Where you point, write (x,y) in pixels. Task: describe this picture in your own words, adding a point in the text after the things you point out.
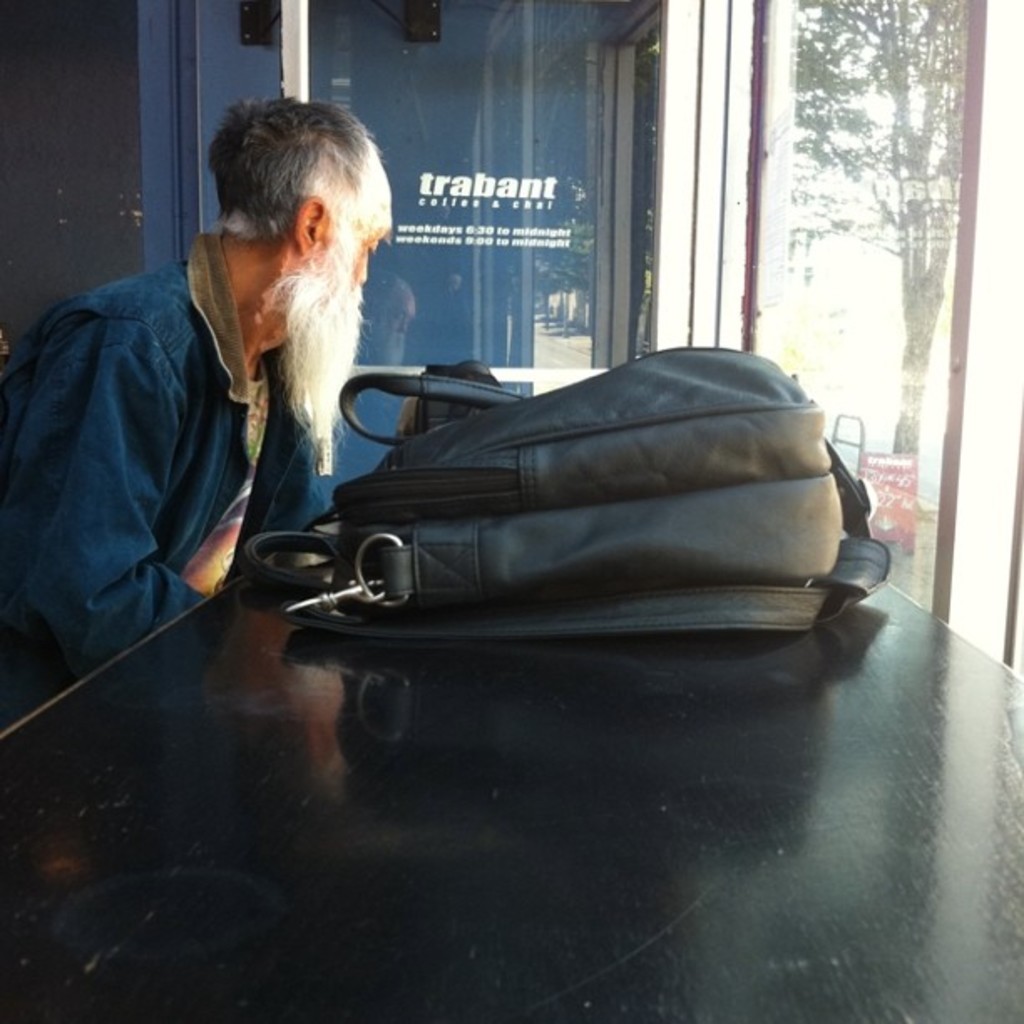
In this picture there is a man (230,509) sitting besides a table (474,827) towards the left (154,562). He is wearing a blue jacket (23,347). On the table (509,638) there is a black bag (789,523). Towards the right (779,220) there is a glass window (935,79), through the glass window (881,375) there is a tree (870,18).
